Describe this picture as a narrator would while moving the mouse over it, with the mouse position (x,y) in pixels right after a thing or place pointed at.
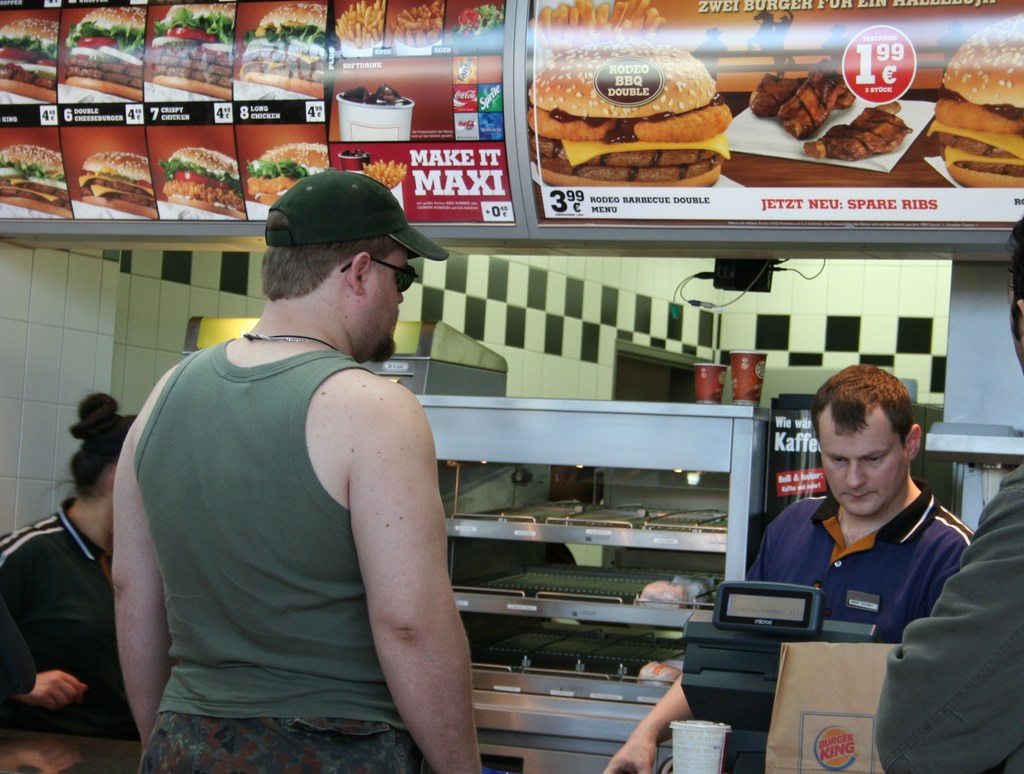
In this image there are a few people (298,476) standing. To the right (741,645) there is a machine (762,630) in front of a man (869,562). In front of the machine (721,707) there is a glass (718,730). Beside the glass (709,744) there is a paper cover (830,703). Behind the man (803,530) there are racks (631,505). There are glasses (737,383) on the racks (698,414). In the background (685,312) there is wall (549,327). At the top (428,122) there is a board (668,108). There are pictures (186,177) of burgers (217,162), french fries (569,15), meat (790,103) and text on the board (645,125).
